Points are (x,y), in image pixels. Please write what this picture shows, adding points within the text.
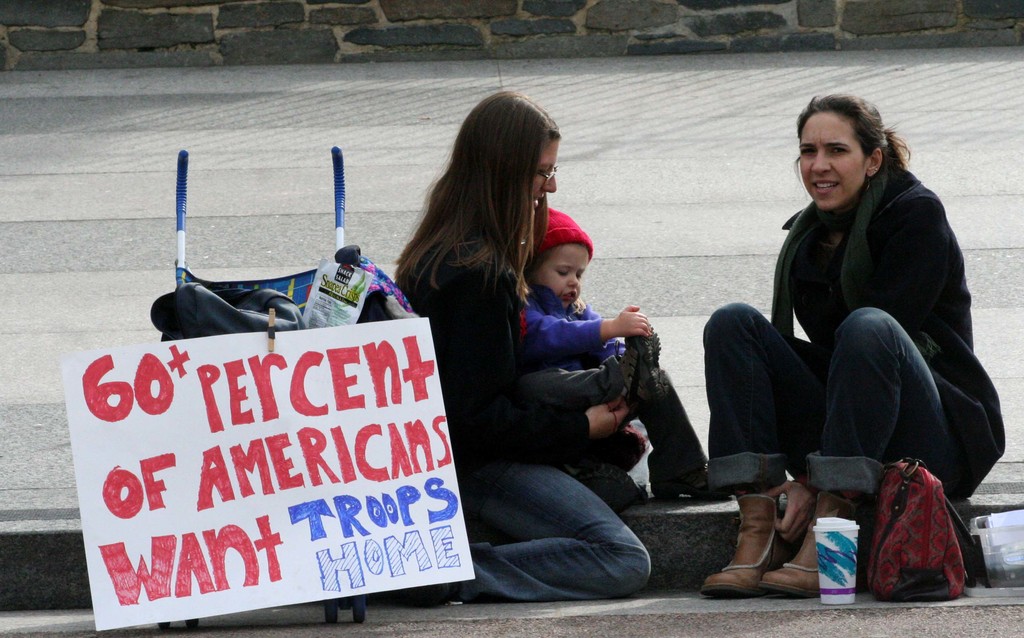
In this image I see 2 women (513,167) who are sitting and I can also see this woman (471,210) is holding a child (654,374). I can also see there is a bag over here, a cup (830,535) and a paper (410,503). In the background (48,406) I see the path (32,251) and the wall (65,30).
